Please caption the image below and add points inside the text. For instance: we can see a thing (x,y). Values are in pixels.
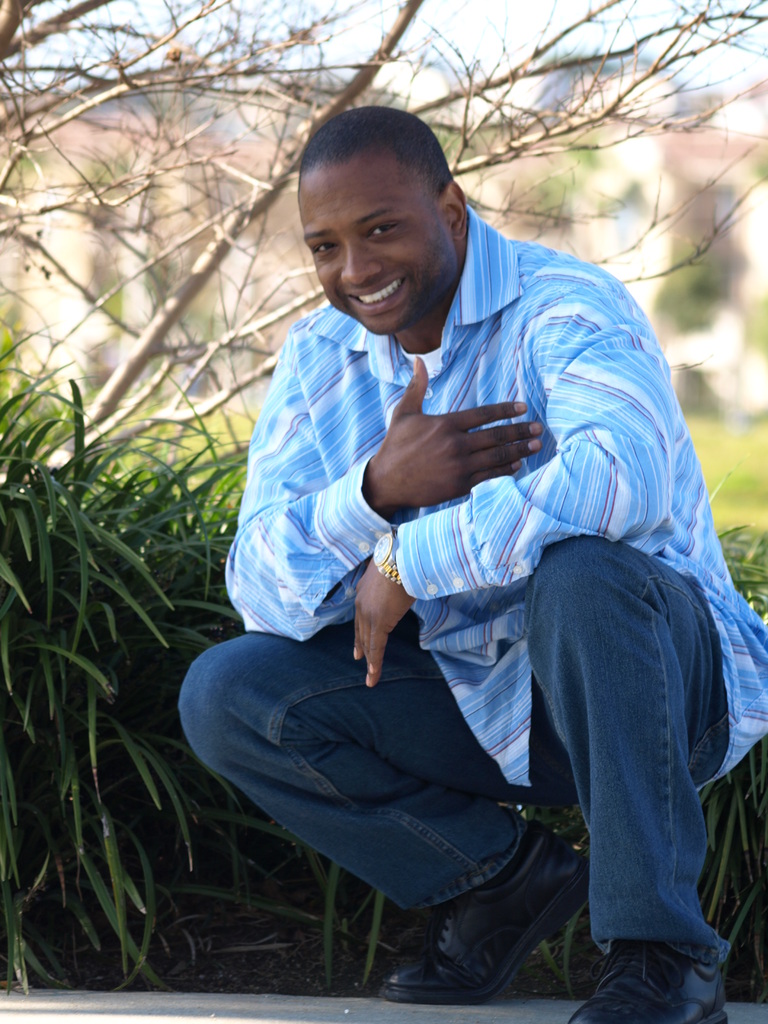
In the center of the image (420,509) we can see one person (420,509) smiling, which we can see on his face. And we can see he is in blue and white color shirt (274,456). In the background (150,249), we can see the sky (636,21), clouds (648,18), one building (50,189), trees (571,147), grass (734,515), plants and a few other objects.
